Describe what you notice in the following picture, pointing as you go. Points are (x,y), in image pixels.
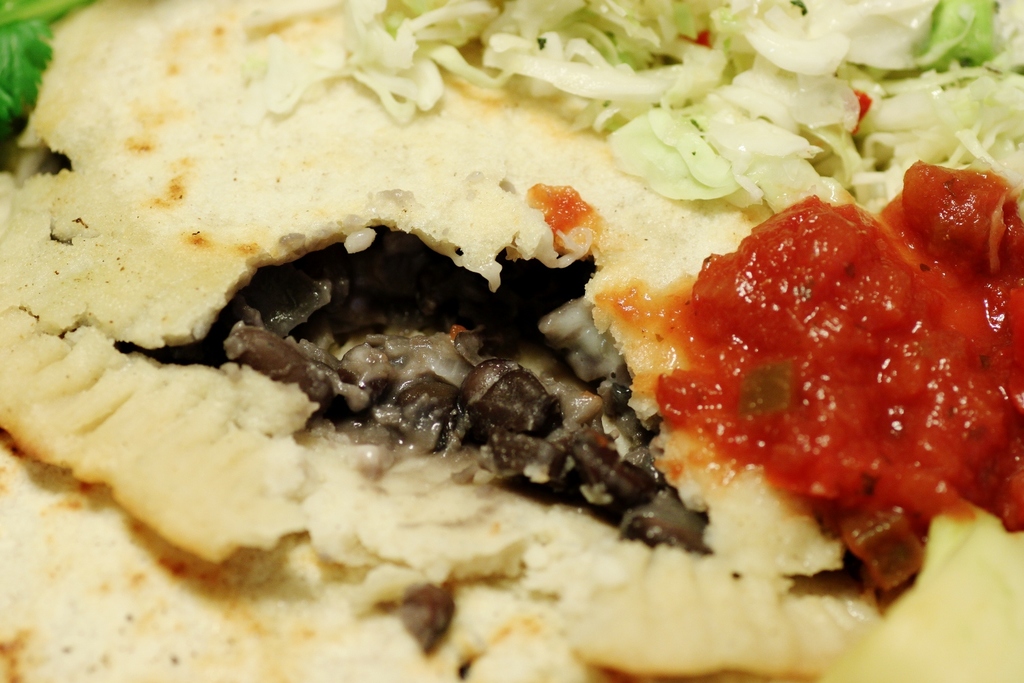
In this picture I can see the food (803,195) in front (218,495) and I see that, it is of cream, green, grey and red color.
